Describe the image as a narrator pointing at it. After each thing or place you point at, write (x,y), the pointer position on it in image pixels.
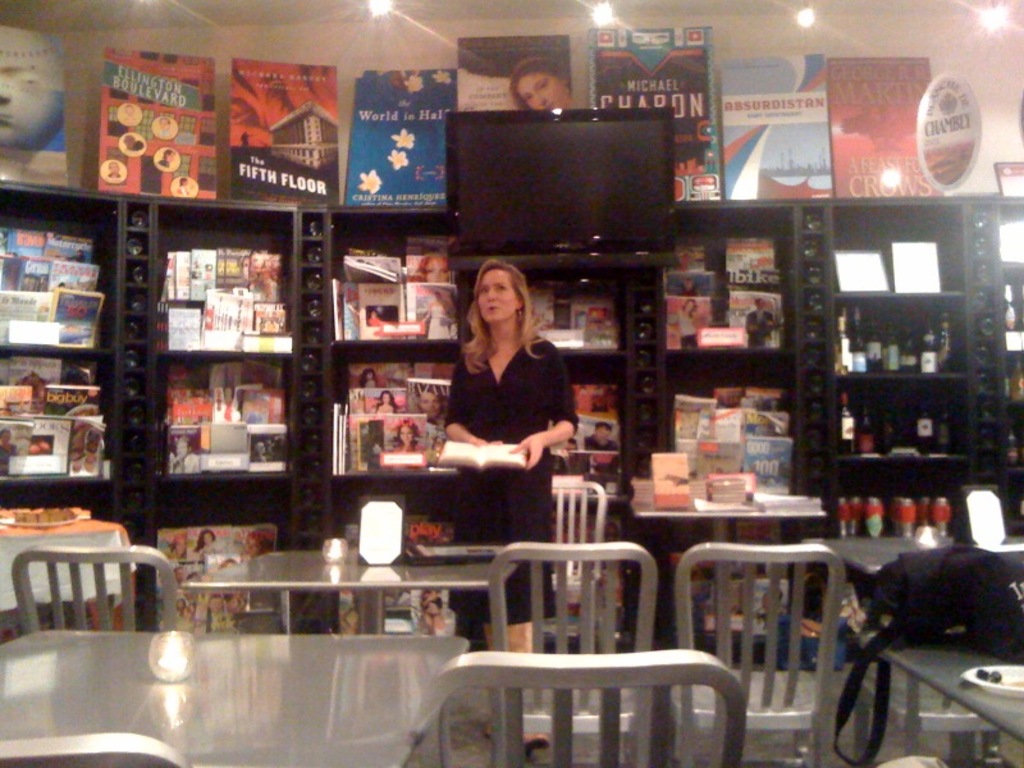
In this picture I can see a number of chairs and tables (437,582). I can see a number of books (222,415) on the racks (247,350). I can see a person (488,442) standing and holding the book (491,450). I can see the screen (497,212). I can see light arrangements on the roof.
